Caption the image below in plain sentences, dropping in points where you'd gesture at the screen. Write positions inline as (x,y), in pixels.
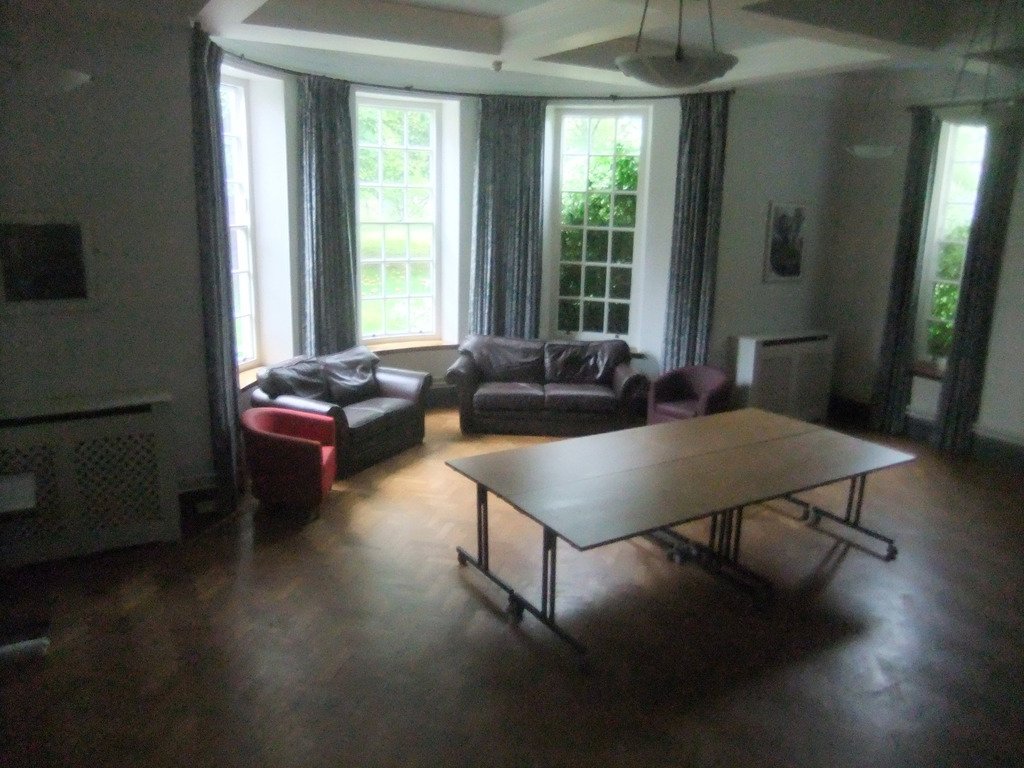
In this image in the center (451,380) there are two couches (322,398) and two chairs (332,421) and in the middle (411,264) there is a window (417,196) and curtains (301,185) are there and on the right side (930,230) there is another window (945,281) and curtains (914,282) are there and on the left side (146,237) there is a wall (72,148). In front of that wall (106,355) there is one cabinet (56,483) and in the center (626,479) there is one table (614,473) on the ceiling (415,55) there is one light (650,58).
